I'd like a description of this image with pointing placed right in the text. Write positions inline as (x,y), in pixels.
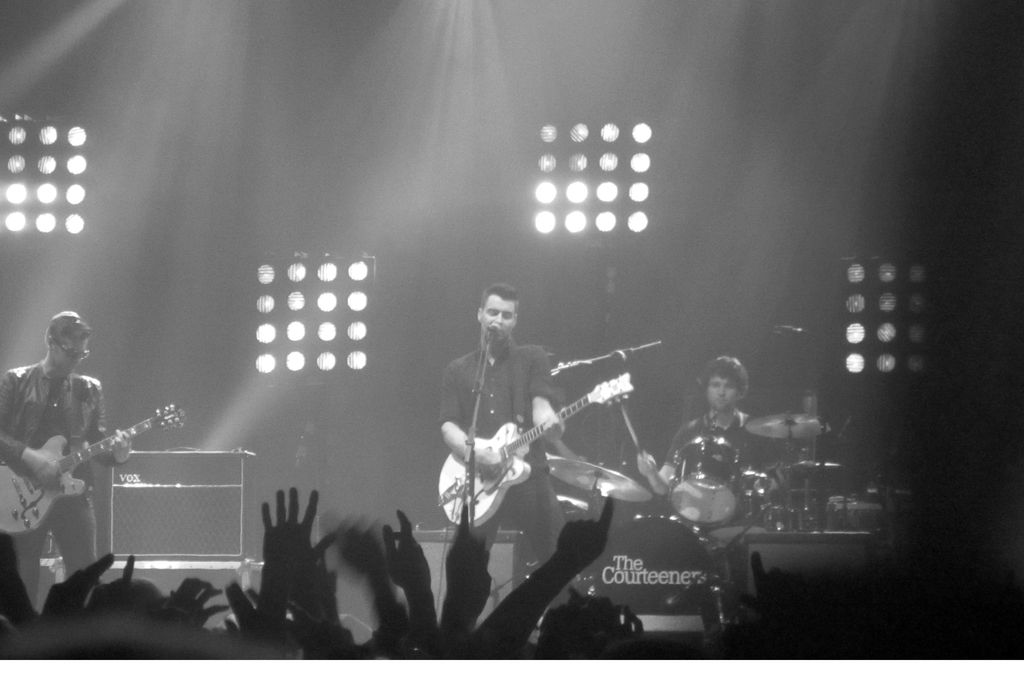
In this image there are three people (449,430). The man (96,425) standing on the left (55,493) is playing a guitar (61,458). The man (475,464) in the center (523,404) is singing a song and playing a guitar (509,450), there is a mic (481,357) placed before him. In the background (733,438) there is a man (735,414) playing drums (752,501). We can see lights (861,305).
